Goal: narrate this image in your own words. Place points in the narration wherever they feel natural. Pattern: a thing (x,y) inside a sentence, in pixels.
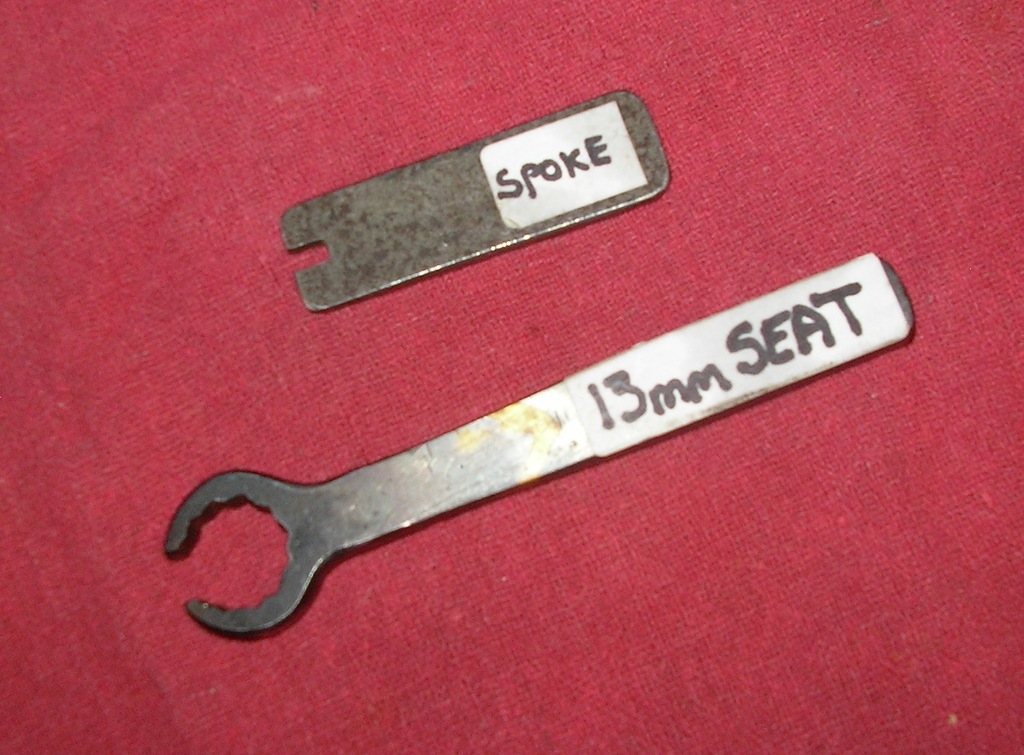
In this picture we can see two metal objects (307,551) on a red surface (336,400) with stickers (598,152) on it.
